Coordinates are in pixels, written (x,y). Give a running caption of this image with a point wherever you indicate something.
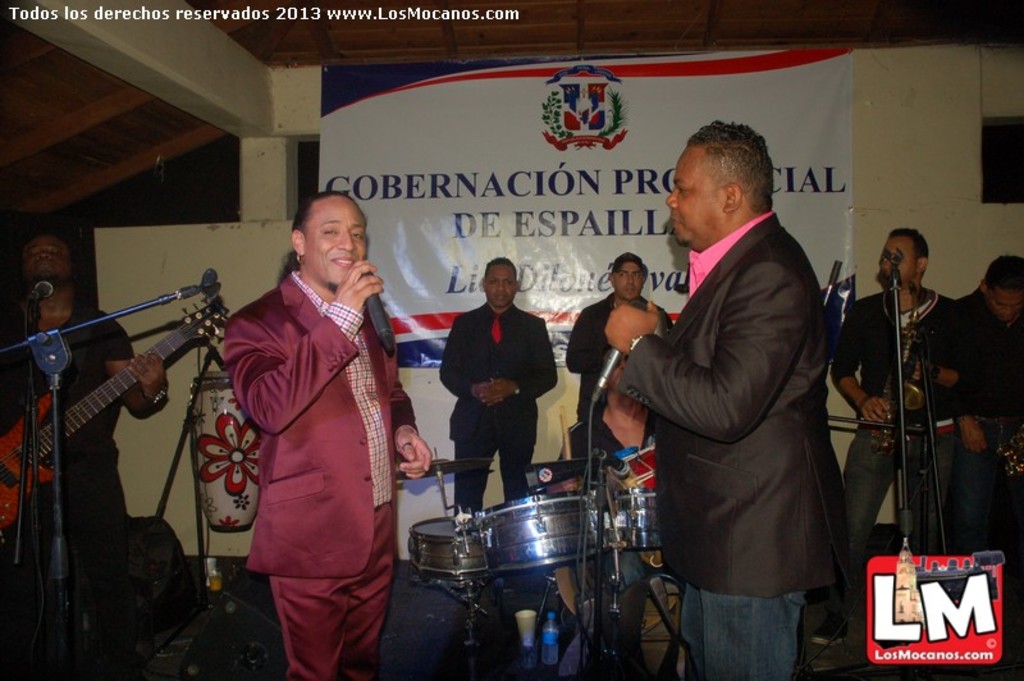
In this picture we can see some persons (710,350) are standing on the floor (1010,641). He is playing guitar (88,420) and he is talking on the mike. These are some musical instruments (832,431). On the background (608,221) we can see a banner (543,237) and this is wall (912,148).
